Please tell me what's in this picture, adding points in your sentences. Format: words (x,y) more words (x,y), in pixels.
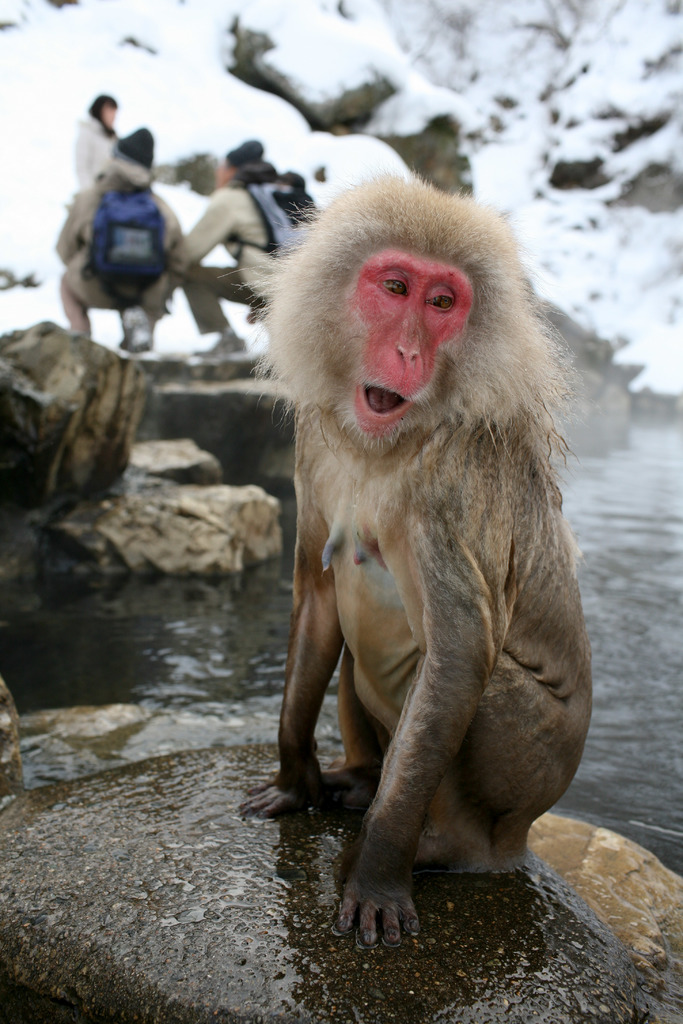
There is a monkey (458,278) sitting on a rock (311,822) which is wet. In the background (645,763), there are persons (259,214) on the rock (249,390), there is water (610,559) and there is a mountain (268,18) on which, there is snow (398,14).
